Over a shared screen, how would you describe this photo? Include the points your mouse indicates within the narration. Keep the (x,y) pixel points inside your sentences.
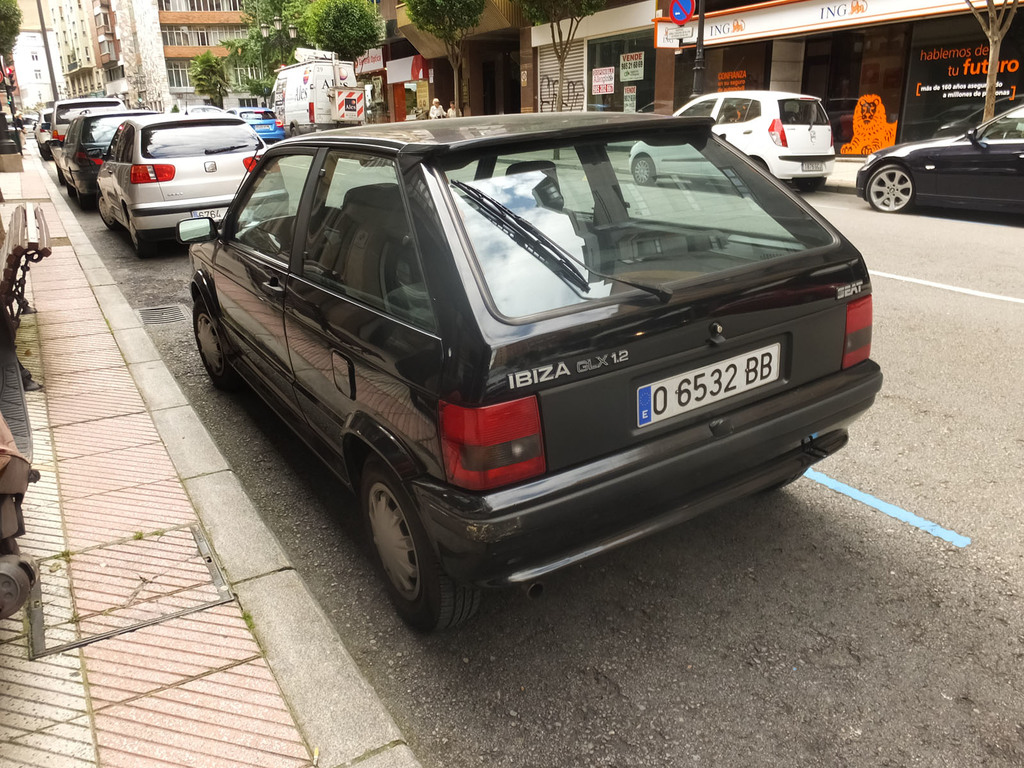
This picture is clicked in the city. In this picture, we see the vehicles (427,229) parked on either side of the road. On the left side (244,525), we see the benches (42,248) and the footpath (109,461). At the top (687,86), we see the buildings (964,122), trees (560,86), poles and the boards (688,26) in white, red and blue color with some text (716,27) written on it. There are trees (456,105) and buildings (184,72) in the background (205,76).
